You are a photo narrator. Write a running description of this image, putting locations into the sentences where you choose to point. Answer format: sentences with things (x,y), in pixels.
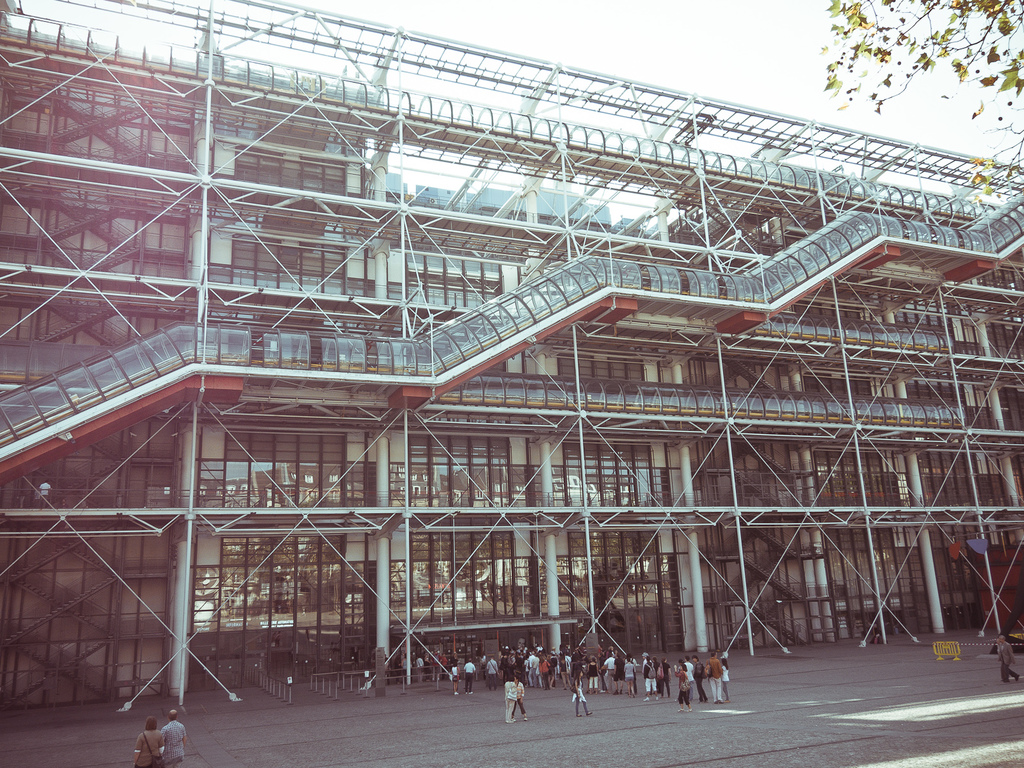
In this picture we can observe a building (426,497). There are some people (553,668) standing on the land (479,726). On the right side (936,55) we can observe a tree (1007,79). In the background (735,71) there is a sky (627,61).
